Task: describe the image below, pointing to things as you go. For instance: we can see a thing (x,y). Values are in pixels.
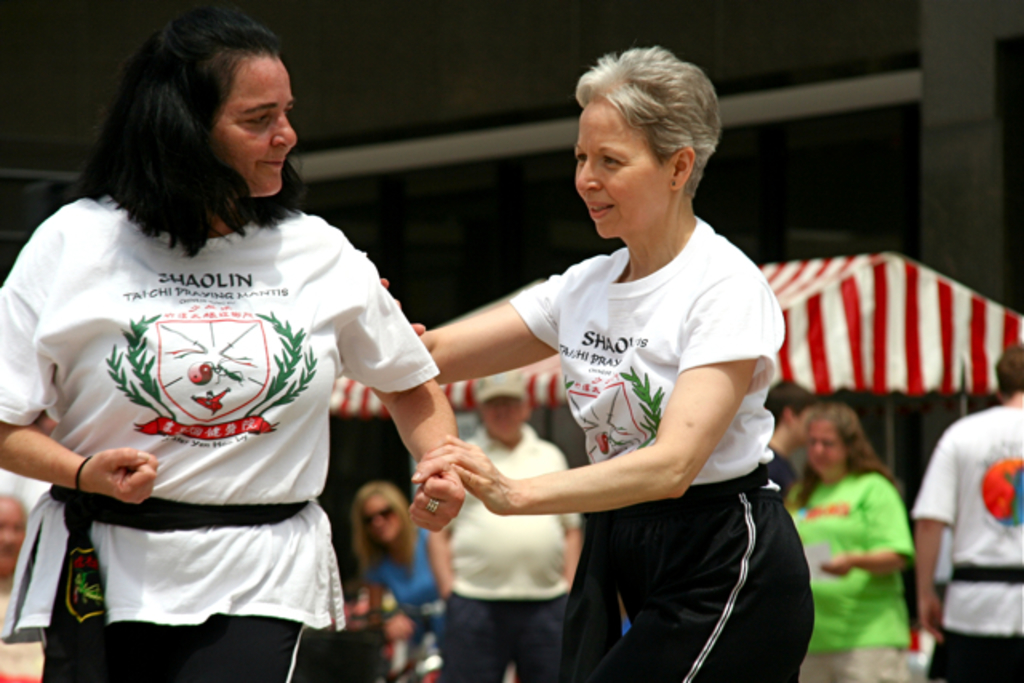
In this picture I can see two persons (80,569) standing, and in the background (1006,434) there are group of people (403,495) standing and there is a canopy tent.
